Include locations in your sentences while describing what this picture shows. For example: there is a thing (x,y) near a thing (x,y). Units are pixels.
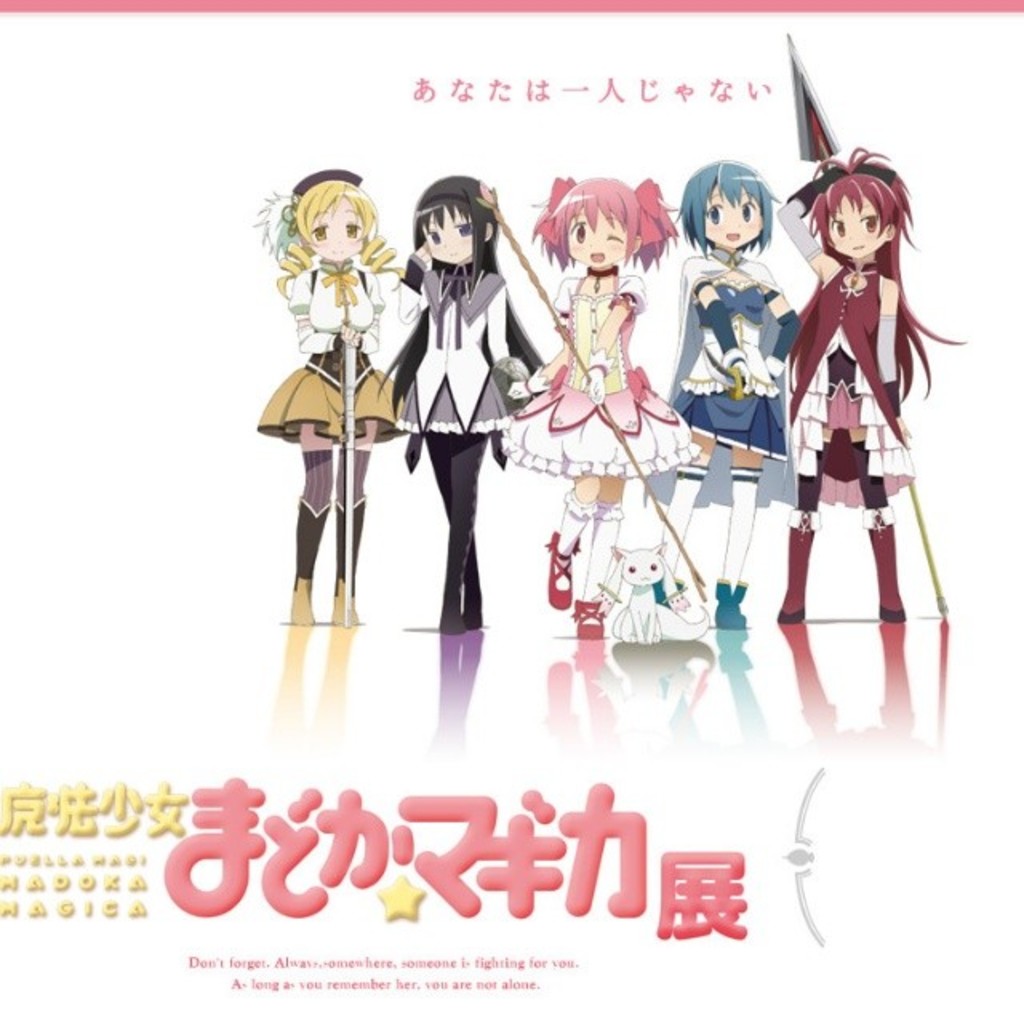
This image consists of a poster (756,325). Here I can see few cartoon images (518,373). At the bottom (234,848) there is some text (262,843).
